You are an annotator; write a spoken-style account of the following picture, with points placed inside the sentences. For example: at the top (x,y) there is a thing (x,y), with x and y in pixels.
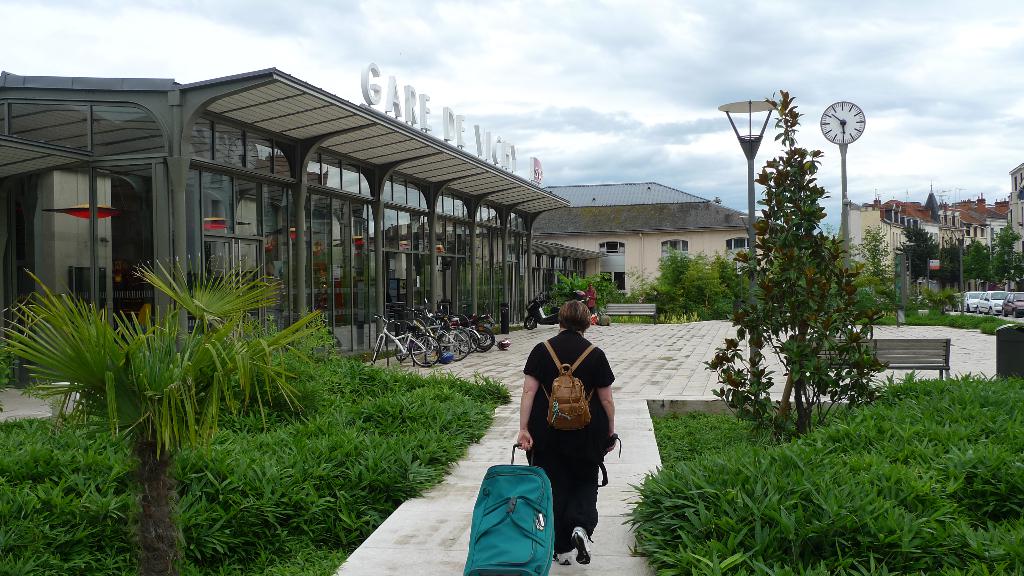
In the image we can see a person (595,434) walking, wearing clothes (572,455) and carrying a bag (560,417) on back (541,379) and the person (530,397) is holding a luggage bag (503,533). We can see even there are building (568,266) and these are the windows (545,260) of the building (578,261). here we can see grass (823,540), plant (798,342), clock (850,128), bicycle (441,333) and a cloudy sky (578,105). We can even see there are many vehicles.
